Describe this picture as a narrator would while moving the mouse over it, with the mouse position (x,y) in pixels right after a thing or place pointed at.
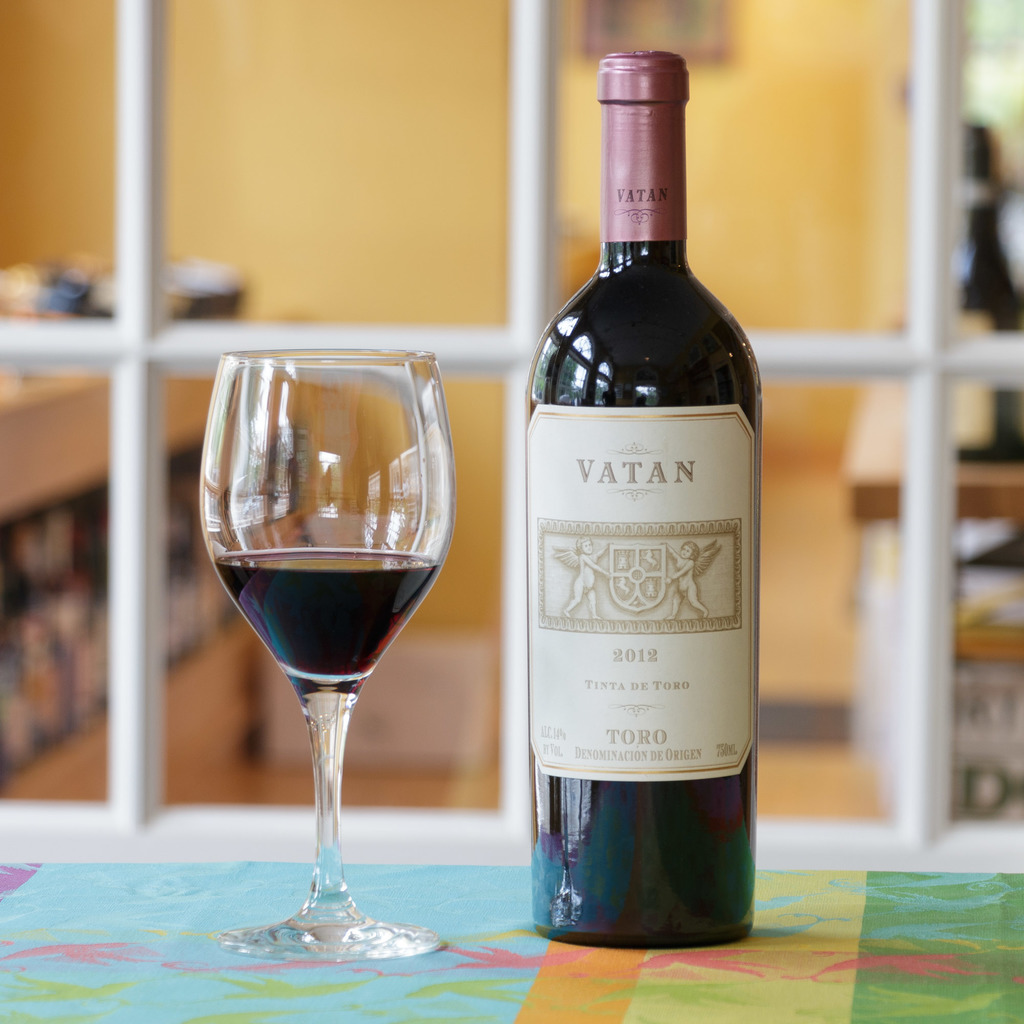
In the picture I can see a bottle (650,602) and a glass (338,813) on a table (365,898). On the bottle (655,638) I can see something written on the label (665,611). The background of the image (451,707) is blurred.
